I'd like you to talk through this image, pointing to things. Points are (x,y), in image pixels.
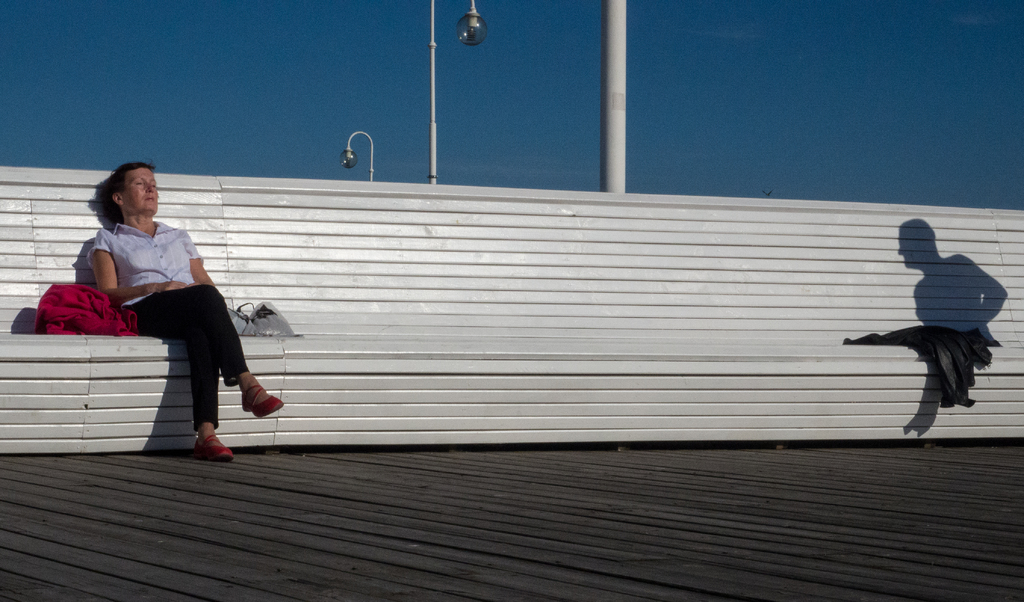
In this image I can see a woman (136,265) is sitting and near her I can see a red colour cloth (94,332) and a bag (281,335). I can see she is wearing a top (191,248), a black pant (178,304) and red footwear (254,404). On the right side of the image (915,263) I can see a shadow (918,319) and a jacket (961,344). On the top side of the image (560,137) I can see three poles (624,114), two lights (481,38) and the sky (405,72).
